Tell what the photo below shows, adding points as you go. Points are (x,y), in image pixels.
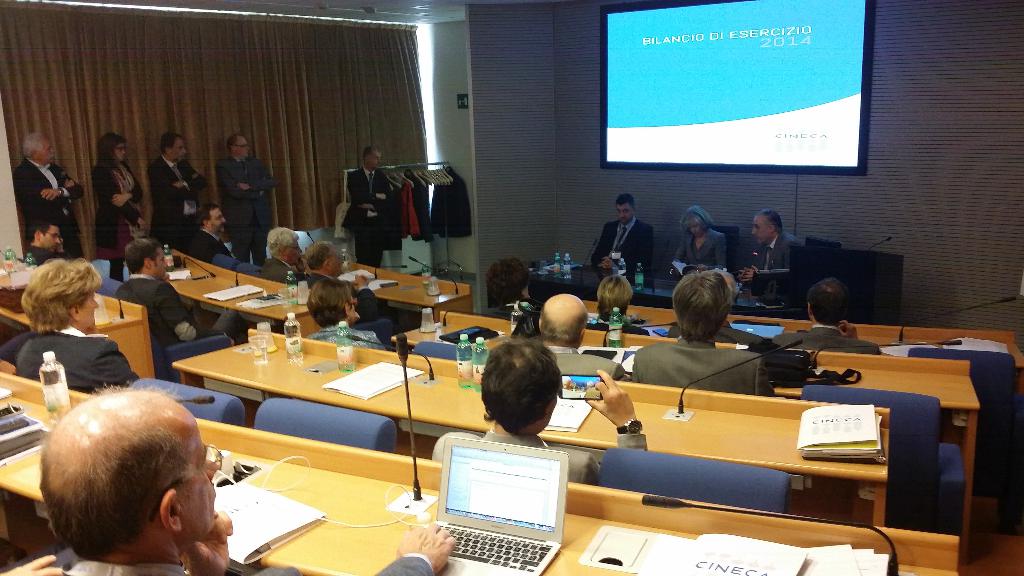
In this image I can see some people (708,371) are sitting on the chair (349,425). I can see some objects (331,384) on the table (734,429). On the left side (241,212) I can see some people (189,200) are standing. In the background (672,105), I can see something projected on the screen (746,88).
